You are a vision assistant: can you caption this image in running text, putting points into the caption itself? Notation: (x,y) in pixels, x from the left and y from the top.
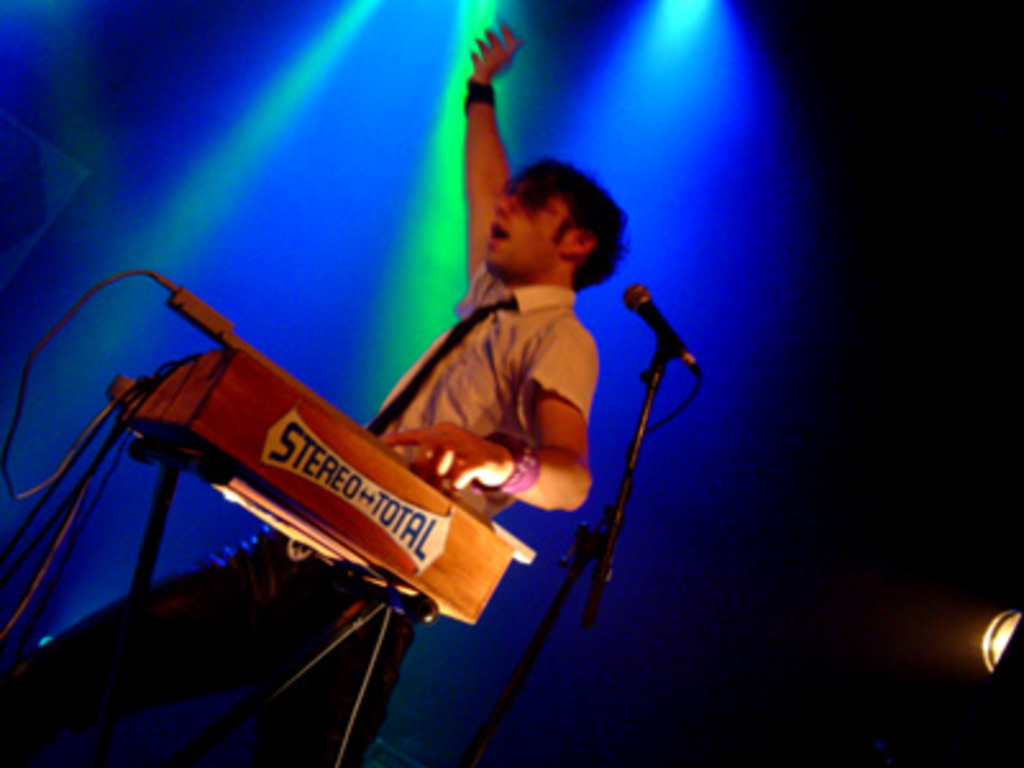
In this image I can see there is a man (515,339) standing and playing a musical instrument (364,509) and there is a microphone (678,351) and lights (632,84) attached to the ceiling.
